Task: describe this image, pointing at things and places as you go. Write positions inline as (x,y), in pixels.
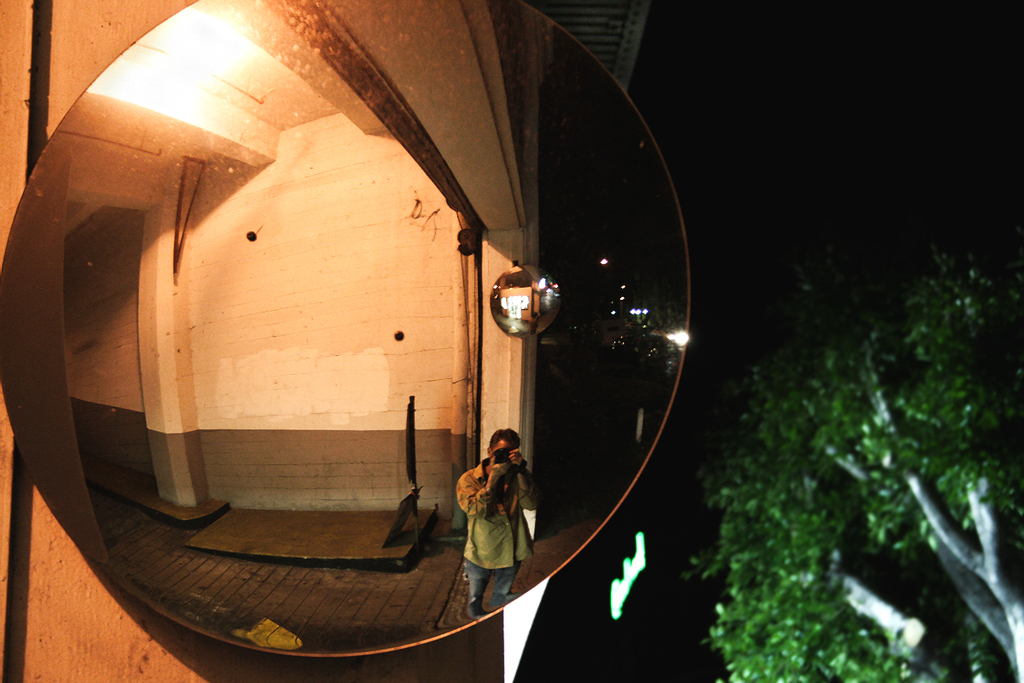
There is a mirror (265,282). On that we can see wall (299,318) and a person (503,514) holding a camera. On the right side (756,547) there is a tree (848,596).
